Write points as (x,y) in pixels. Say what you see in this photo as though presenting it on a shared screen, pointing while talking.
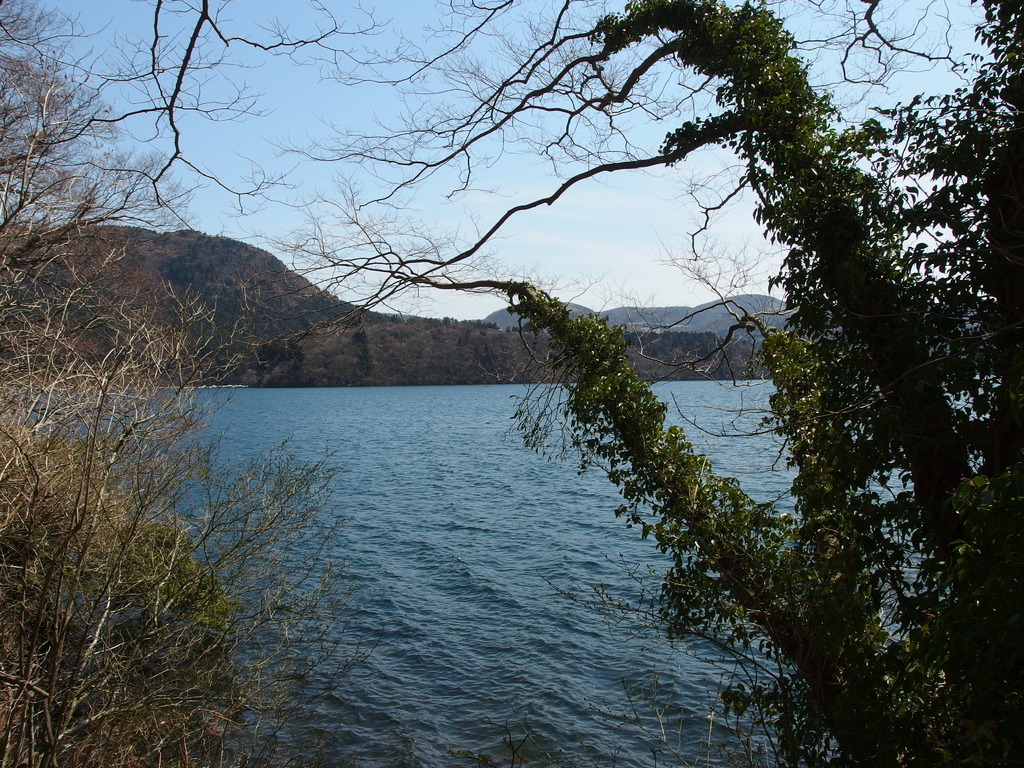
In the center of the image (508,414) there is water (449,605). In the background (453,367) there are trees (396,327), mountains (604,312) and sky (670,226).
